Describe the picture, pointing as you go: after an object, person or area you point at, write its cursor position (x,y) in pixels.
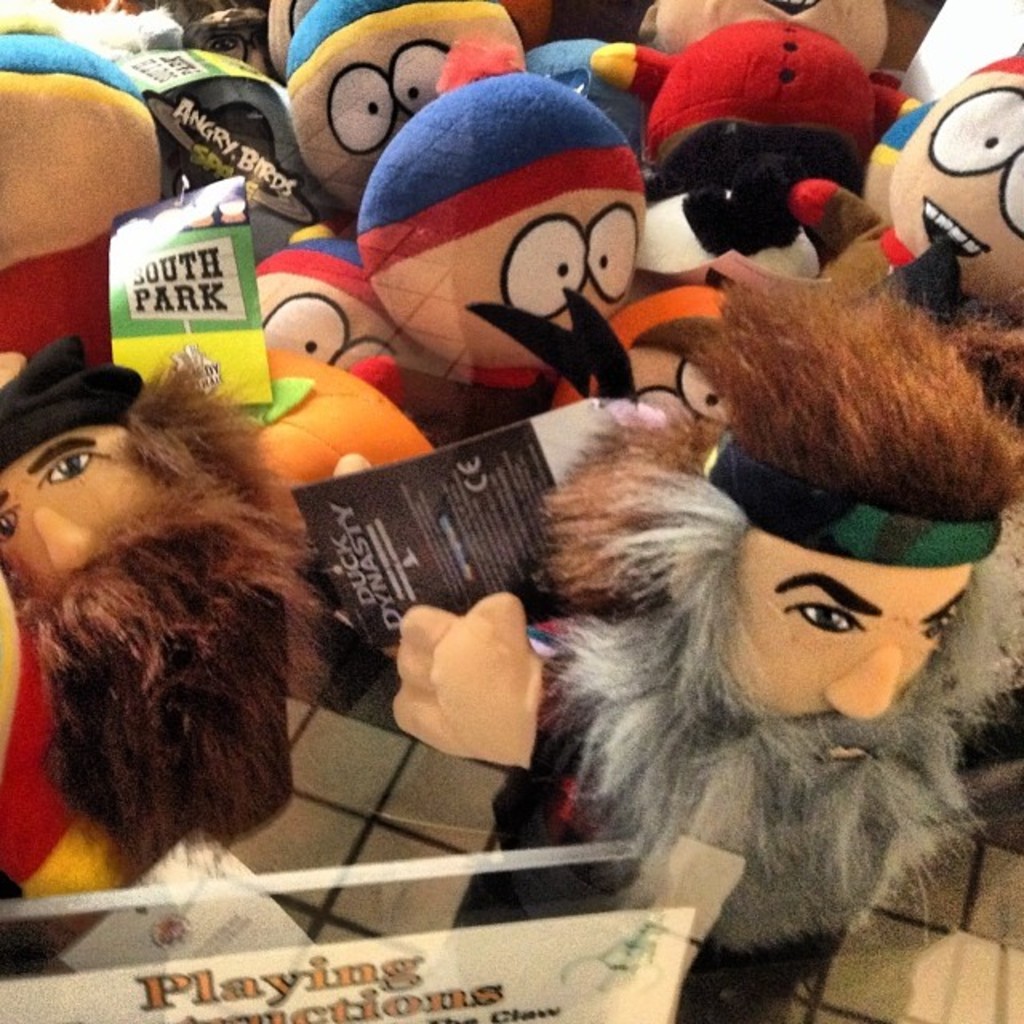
In this picture there are toys (588,284) and there are boards (347,605) and there is text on the boards (468,591). At the bottom (396,793) it looks like a floor (309,723).
